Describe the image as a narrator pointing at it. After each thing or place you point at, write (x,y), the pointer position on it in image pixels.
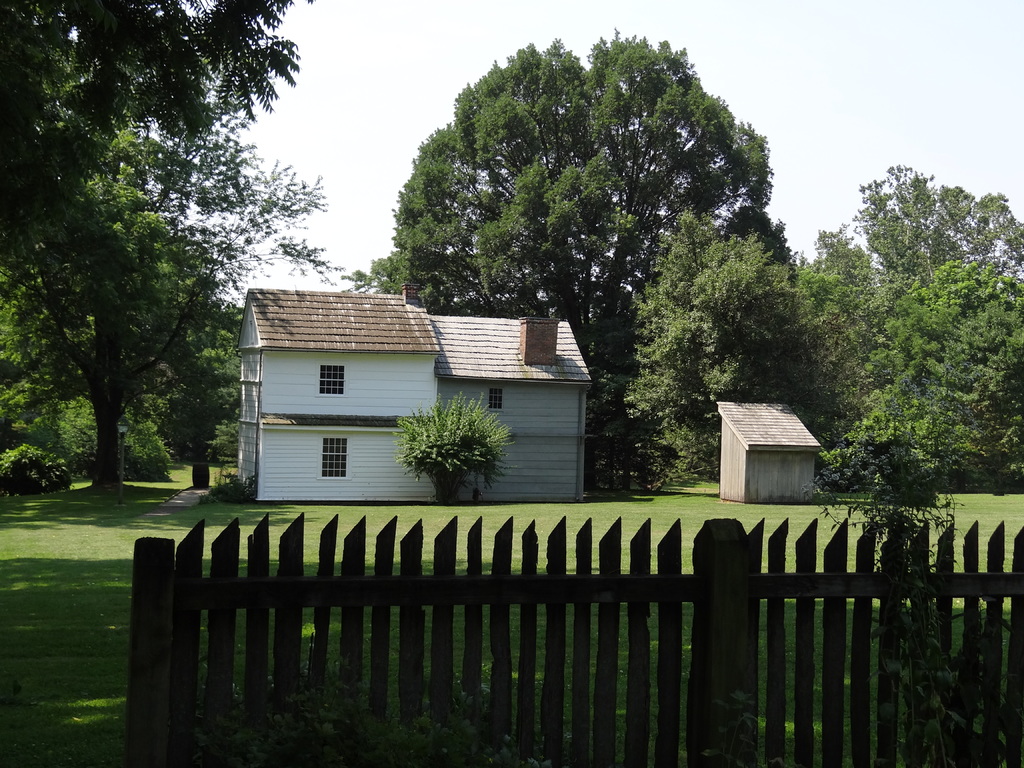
In this image in the foreground (657,603) there is wooden fence (288,593). In the background (395,440) there is a building (529,449) and a hut (738,437). There are trees (744,274) in the back (924,334). The sky (801,215) is clear.
